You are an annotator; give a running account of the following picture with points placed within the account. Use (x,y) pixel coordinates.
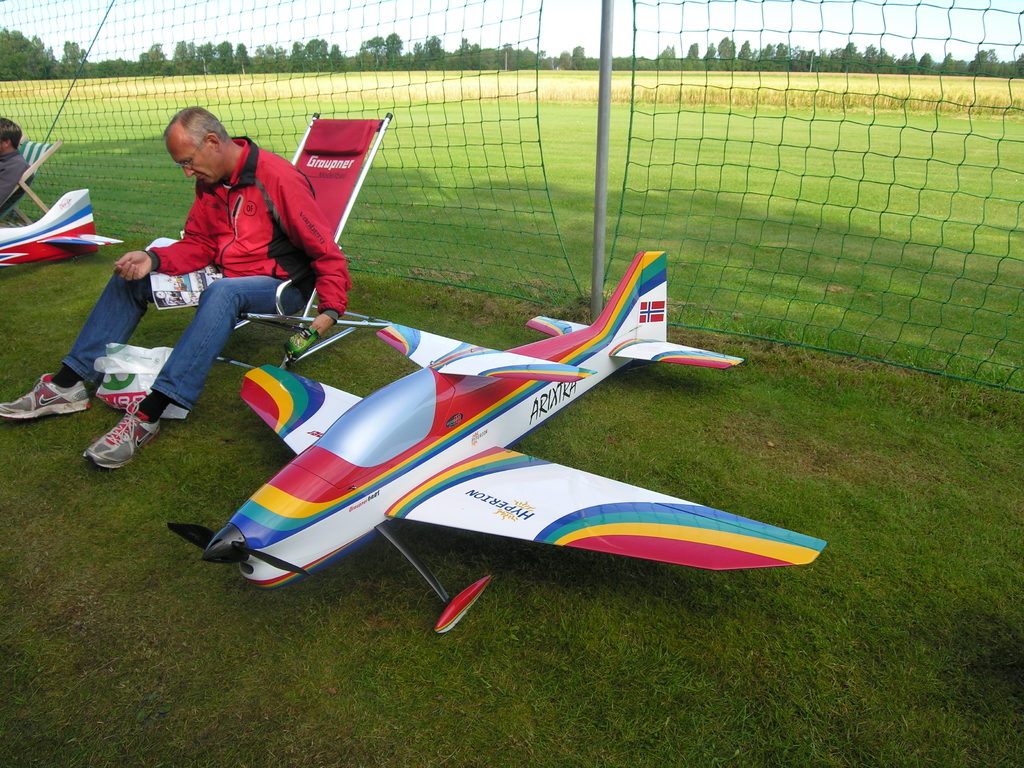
In the picture we can see a grass surface (156,543) on it, we can see an aircraft (676,500) and beside it, we can see a man (143,440) is sitting on the chair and watching the magazine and behind him we can see a fencing wall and behind it we can see grass surface (723,252) and far away from it we can see full of trees (16,43) and sky (525,26).
